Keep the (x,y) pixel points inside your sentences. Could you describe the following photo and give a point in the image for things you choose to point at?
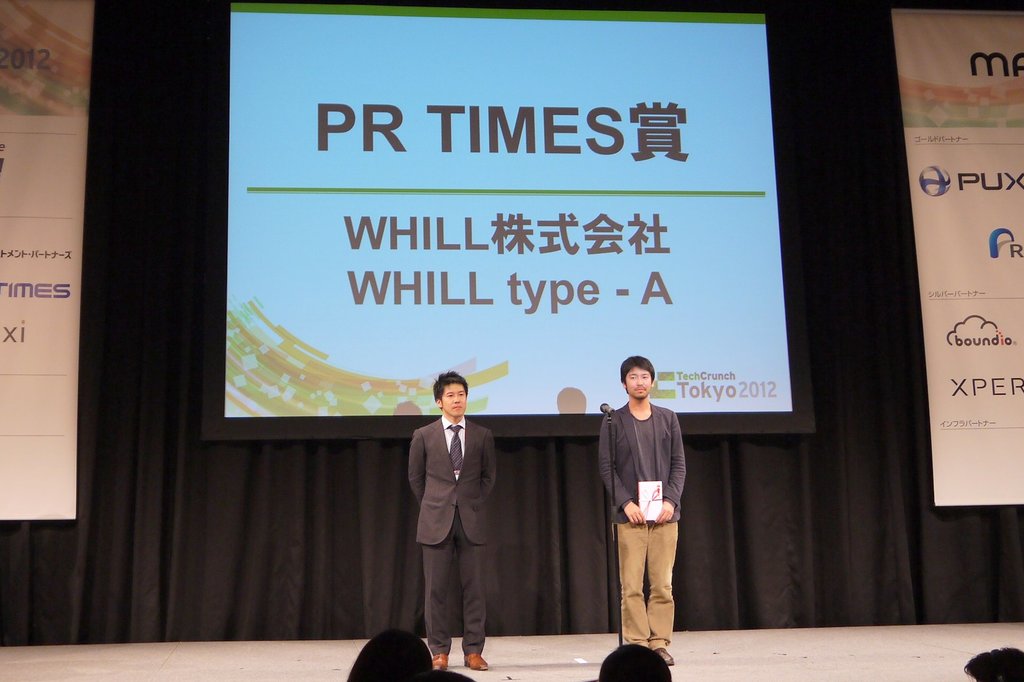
In this image there are people (644,525). In-front of them there is a mic (607,406) along with stand (616,588). Among them a person (657,474) is holding an object (658,500). In the background of the image (538,351) there are banners (25,179), curtain (713,543) and screen (511,205). Something is written on the banners (931,157) and screen (529,157).
